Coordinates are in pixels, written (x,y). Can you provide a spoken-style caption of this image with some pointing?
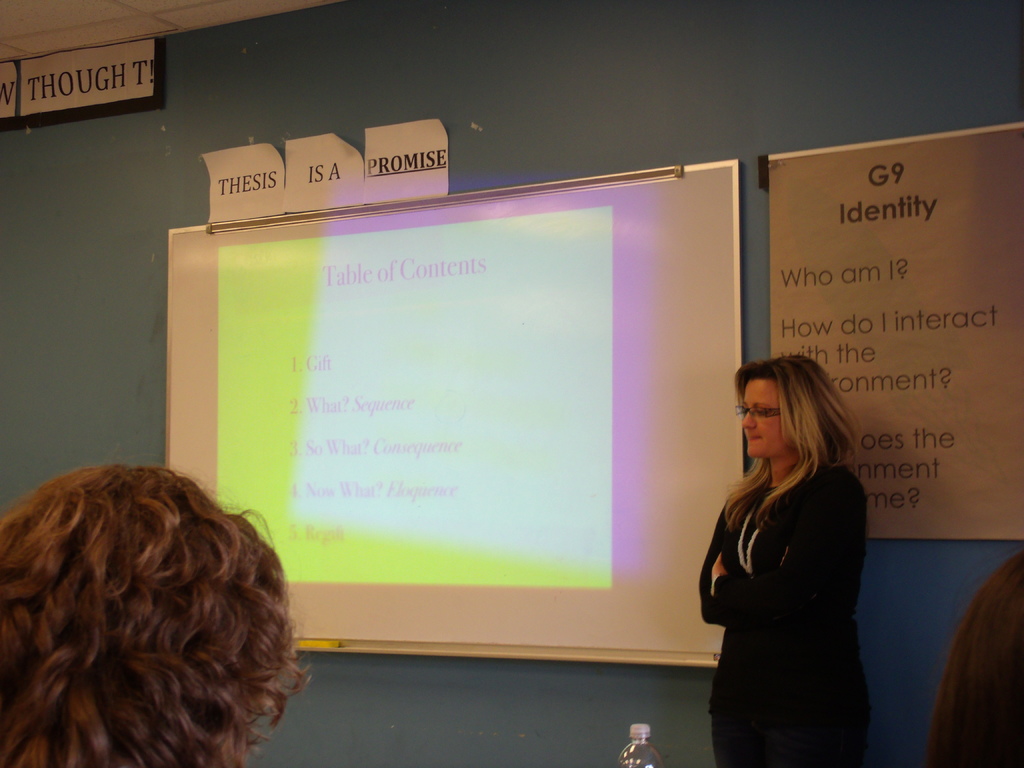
In this image we can see a woman (813,423) wearing the glasses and standing. We can also see the boards (806,294) with the text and there are text papers (327,161) attached to the plain wall (353,132). In the top left corner (59,69) we can see the text boards (105,96). At the bottom (213,671) we can see the people (236,660) and also a bottle (647,737).
